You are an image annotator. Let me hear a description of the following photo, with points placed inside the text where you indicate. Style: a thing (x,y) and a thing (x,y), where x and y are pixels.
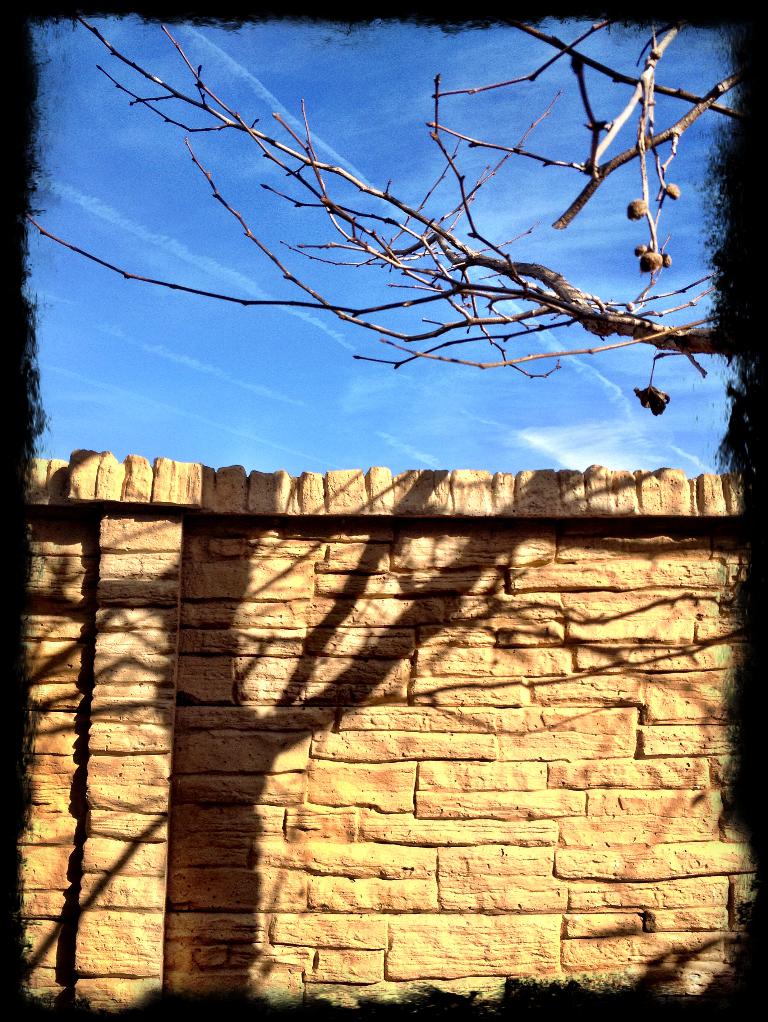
In front of the image there is a wall (438,730). There is a tree (647,271). In the background of the image (251,380) there is sky (299,389).
